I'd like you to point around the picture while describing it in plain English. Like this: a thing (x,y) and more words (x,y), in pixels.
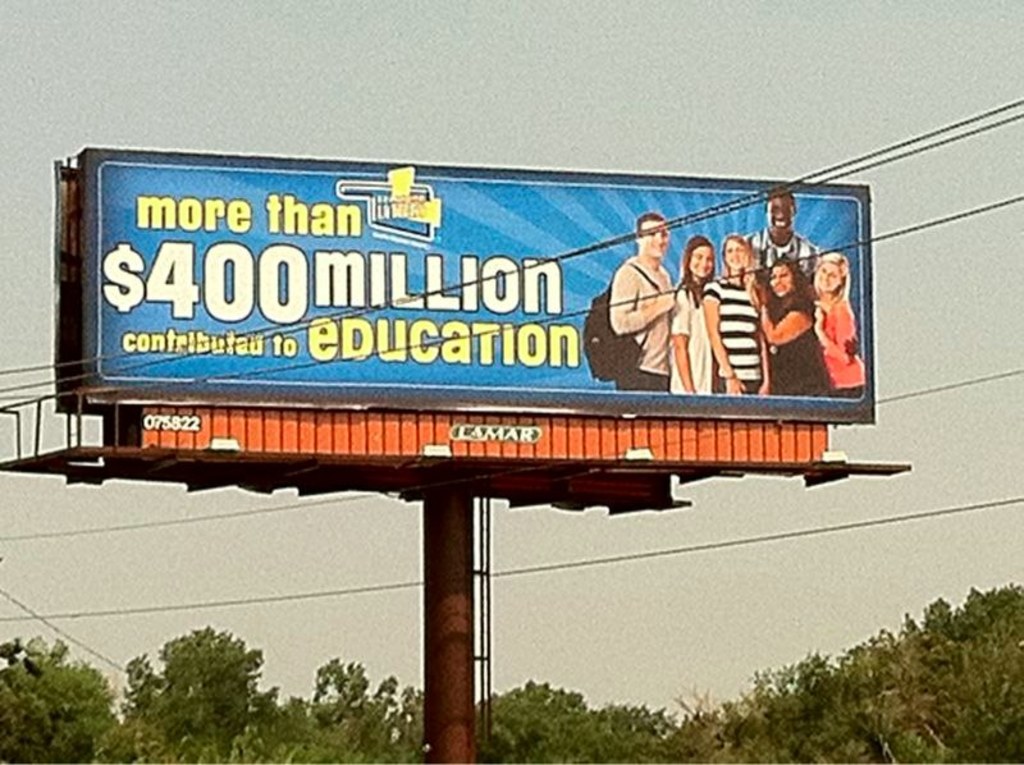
In this image I can see pole (446,745) with a board (378,259) on it. On the board (576,297) there are images of people (705,305), there are words (385,285) and there are numbers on it. Also there are trees (753,704), cables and in the background (410,663) there is sky (114,562).
